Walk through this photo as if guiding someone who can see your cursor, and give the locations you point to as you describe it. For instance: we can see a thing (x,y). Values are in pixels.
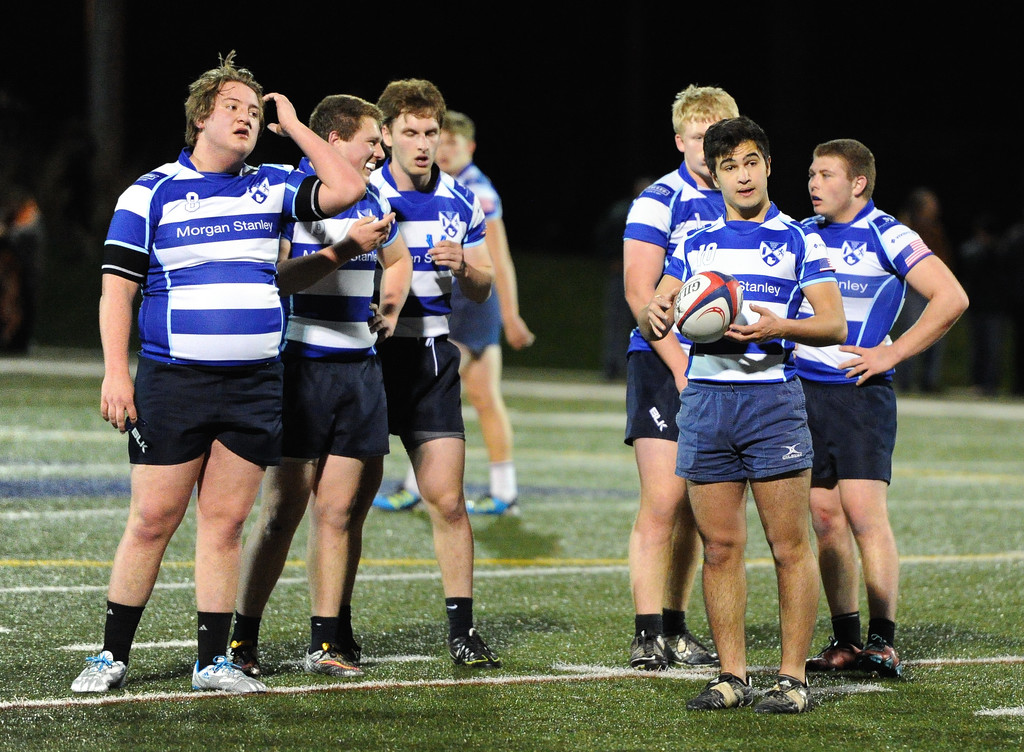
In this image there are people (188,298). There is grass (427,631). There is a dark background (46,241). Some people (942,241) are standing on the backside (489,194) I think.
